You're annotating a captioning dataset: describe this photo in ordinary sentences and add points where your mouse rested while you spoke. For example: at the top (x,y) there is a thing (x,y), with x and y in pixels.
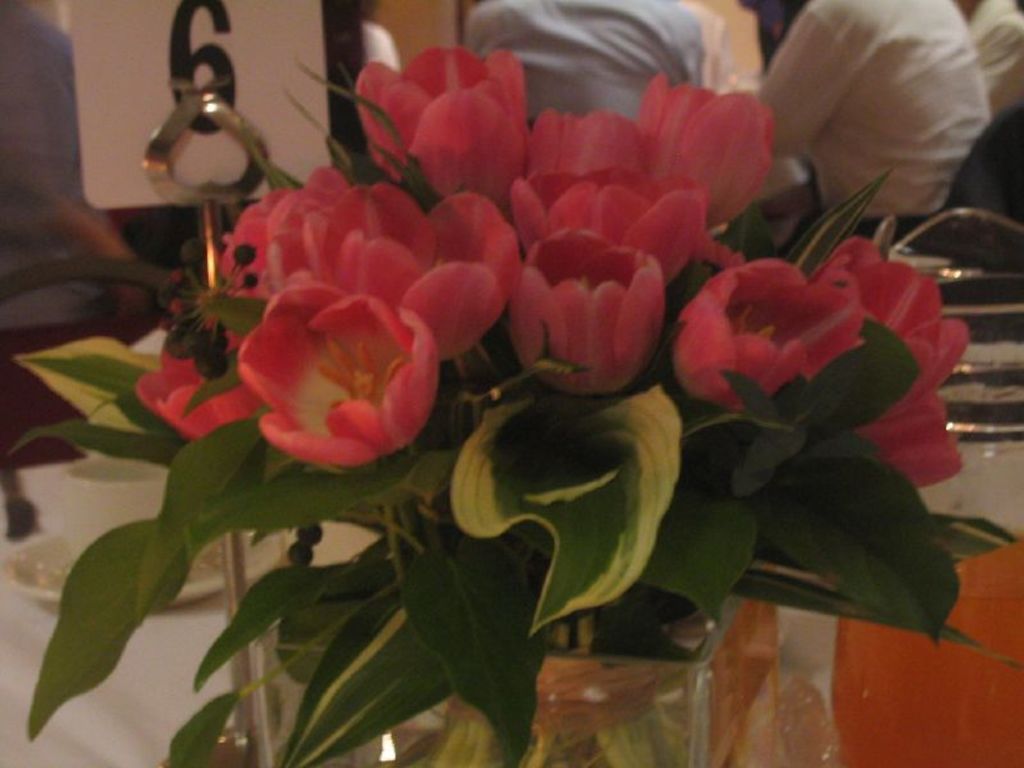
In this image, we can see flowers (457,300) and leaves (472,601). At the bottom (979,696), we can see few objects (888,750), cloth (87,752) and rod stand (242,757). Background (1011,425) we can see few people (20,250), board (153,107) and some items (36,550).
